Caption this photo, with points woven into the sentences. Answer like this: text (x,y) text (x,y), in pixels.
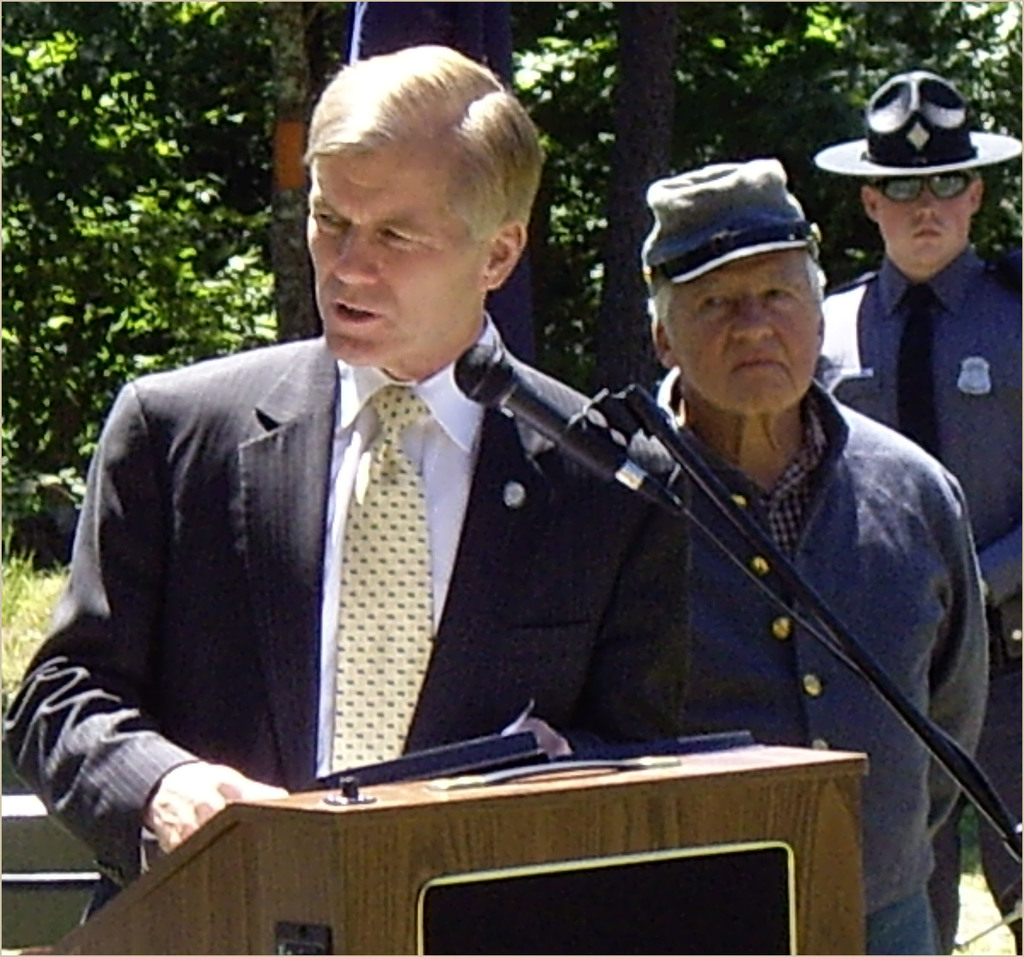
In this image we can see a person (523,652) talking with a mike (458,356) and a stand (807,605) standing near the speaker stand (629,825). We can also see two people (916,109) watching him. On the backside (149,277) we can see some trees (127,306), grass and the stairs (36,818).
